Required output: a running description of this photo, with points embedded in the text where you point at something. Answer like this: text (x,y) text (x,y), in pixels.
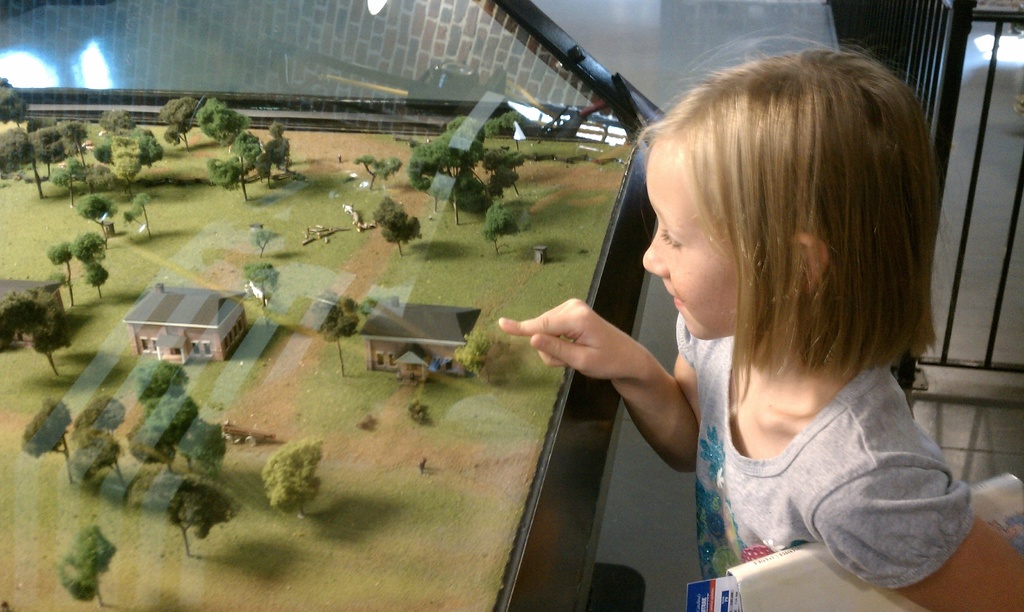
In this picture we can see a girl (741,454) is holding a book (821,554). On the left side of the girl (726,384) there is a glass (35,269) and architectural scale model houses (229,329) and trees (155,383). Behind the girl (746,325), there are iron grills (907,39).
